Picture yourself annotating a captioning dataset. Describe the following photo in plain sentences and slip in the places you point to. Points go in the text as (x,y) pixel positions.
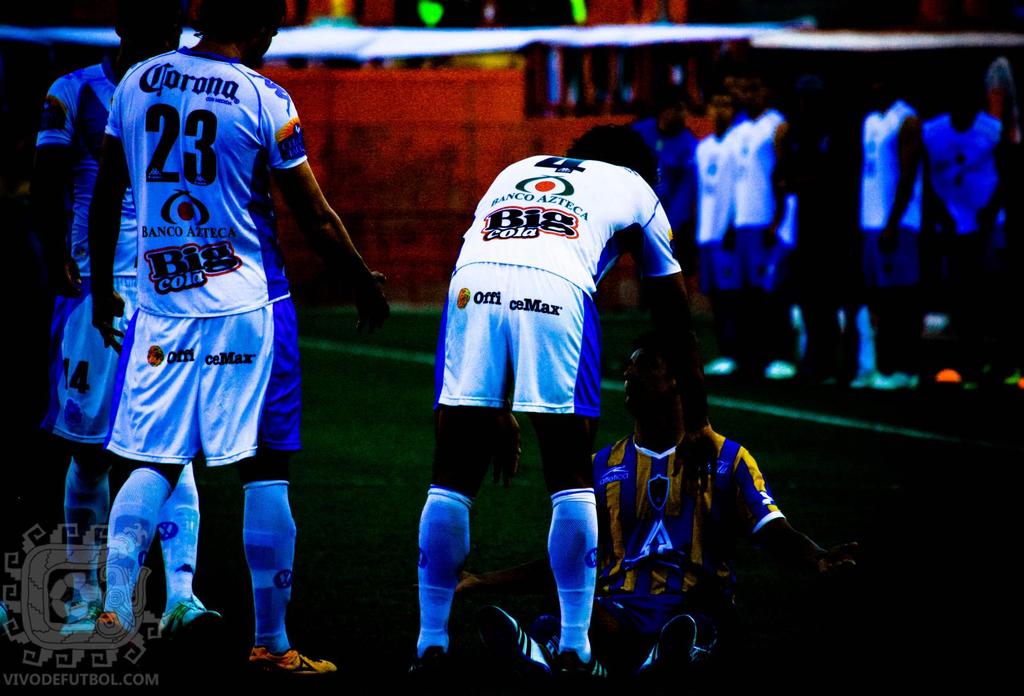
This is a edited image. In the foreground of the picture (245,306) there are men (591,532). In the center (664,431) there is a person (672,516) sitting on the ground (383,537). The background (870,222) is blurred. In the background (835,195) there are people (816,212). At the bottom left (54,622) there is a logo (54,622).
